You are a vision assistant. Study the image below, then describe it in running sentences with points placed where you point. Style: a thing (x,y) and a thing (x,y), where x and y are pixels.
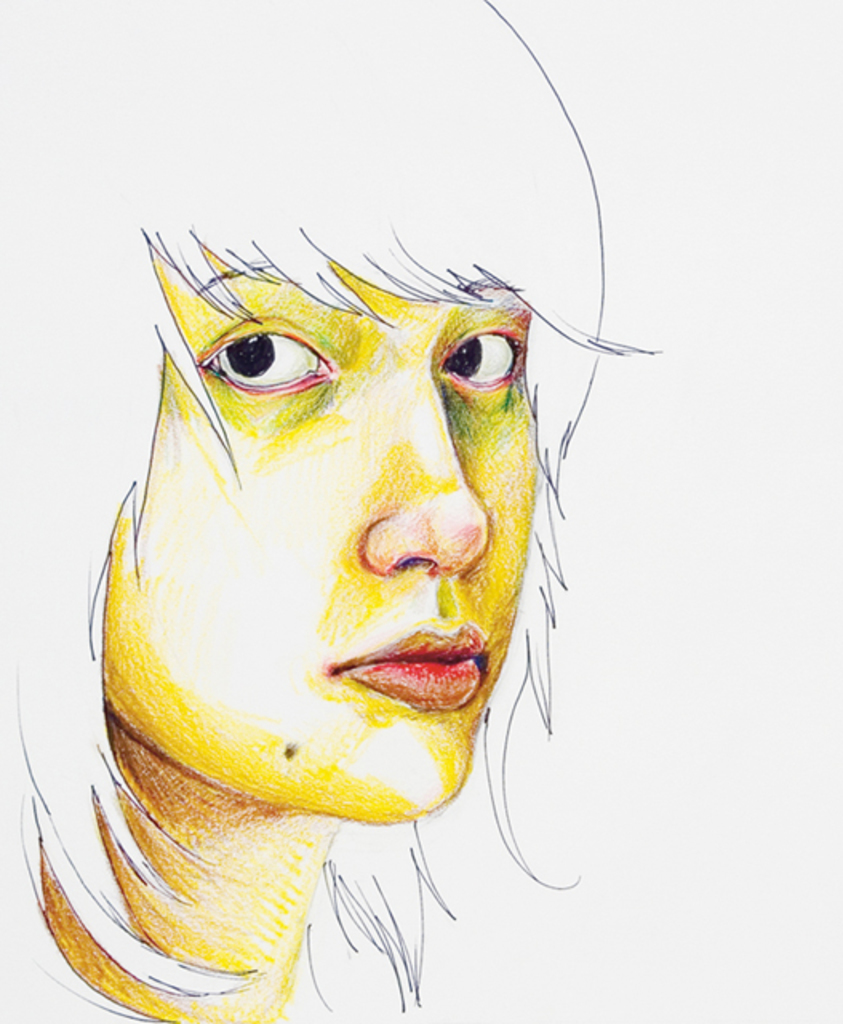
This is the drawing of a girl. The background (667,919) is white.
